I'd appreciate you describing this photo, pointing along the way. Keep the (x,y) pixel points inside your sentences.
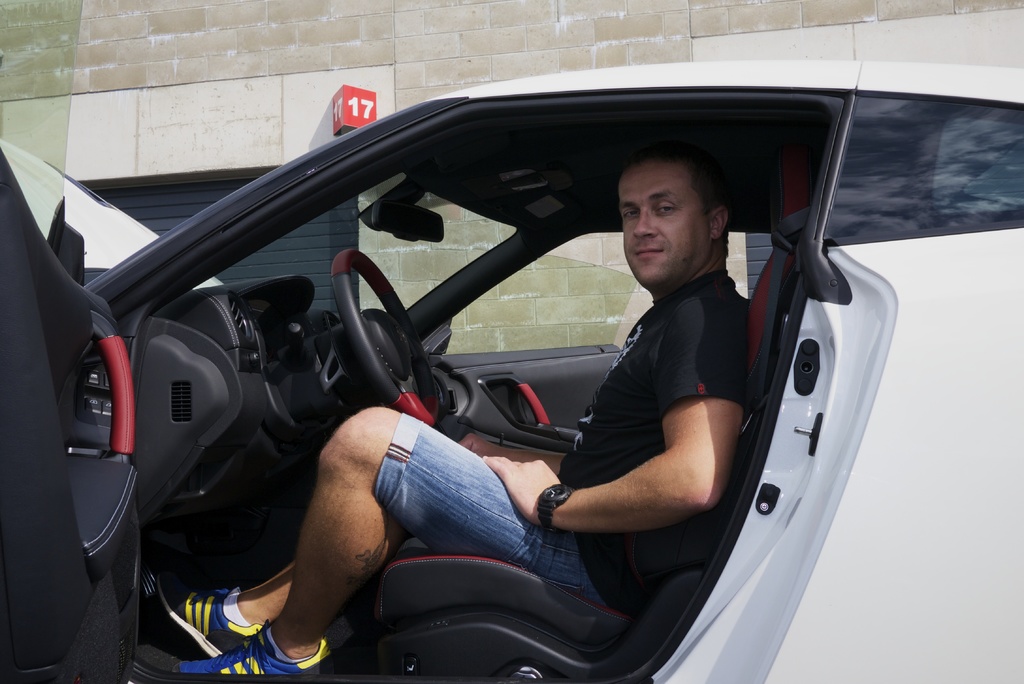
In the image there is a white car (759,401). Inside the car (740,466) there is a man (597,428) with black t-shirt (659,317) and blue short (470,505) is sitting on the seat (474,565). In front of him there is a steering (359,344). At the top of the image (485,3) there is a wall (317,64) with red color block (349,101) with seventeen number (364,104) on it.
